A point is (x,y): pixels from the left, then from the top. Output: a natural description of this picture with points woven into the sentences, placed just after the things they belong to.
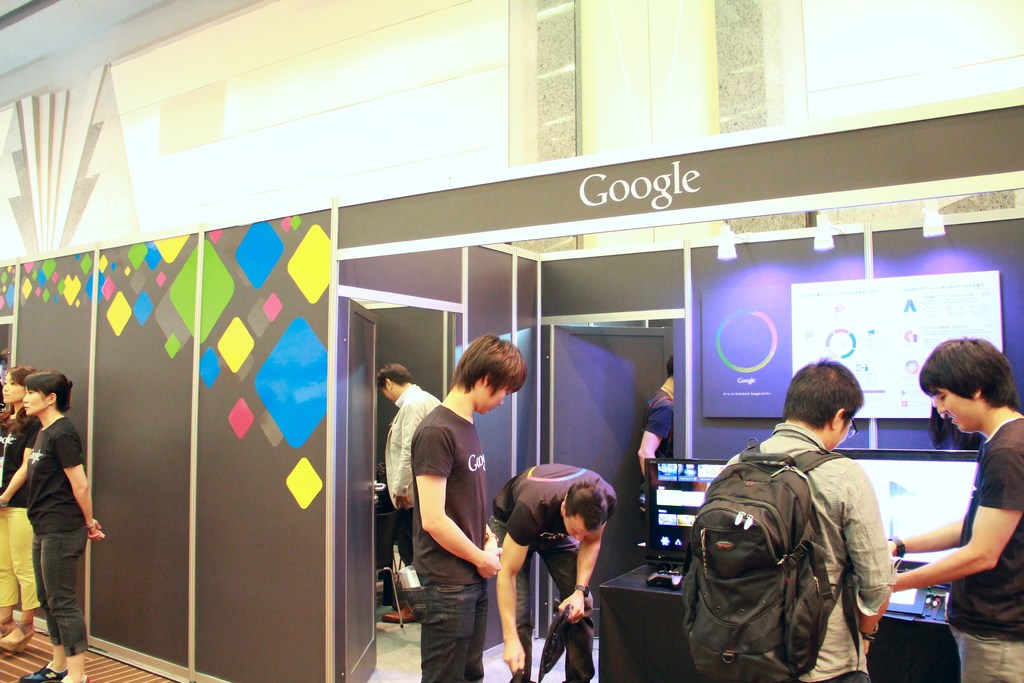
This is the picture of a place where we have some people (600,539) standing in front of the desk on which there are some screens (679,521) and to the side there are some other people (66,437) and a board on which something is written.
